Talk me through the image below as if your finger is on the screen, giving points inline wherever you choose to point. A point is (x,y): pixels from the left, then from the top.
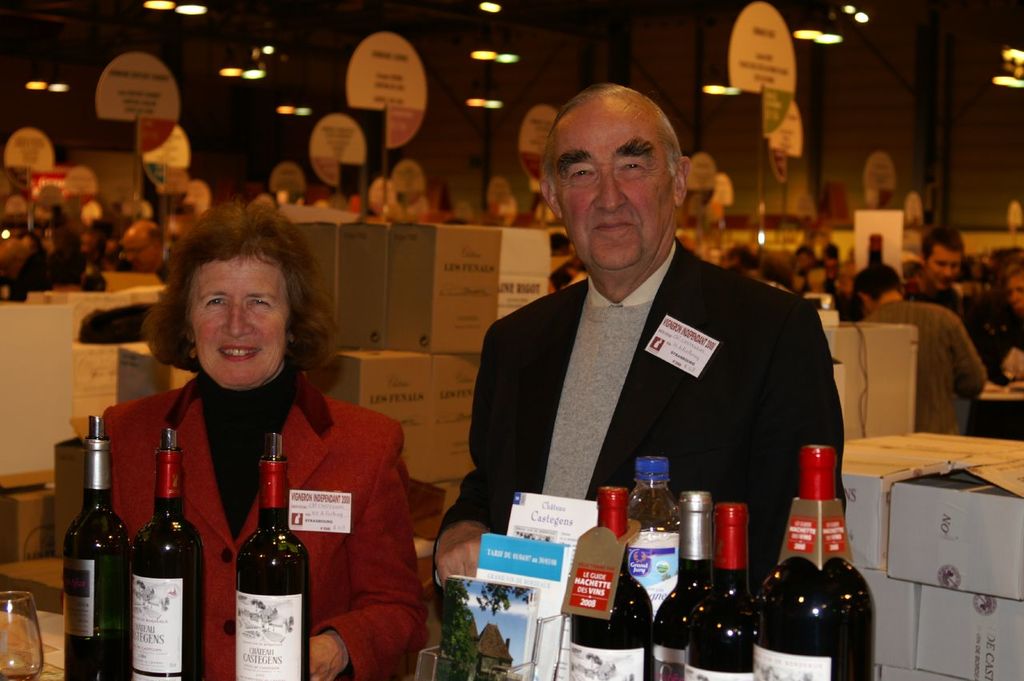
In this pictures there is a woman (277,336) and a man (597,251) smiling and there are many wine bottles (287,567) in front of them.
